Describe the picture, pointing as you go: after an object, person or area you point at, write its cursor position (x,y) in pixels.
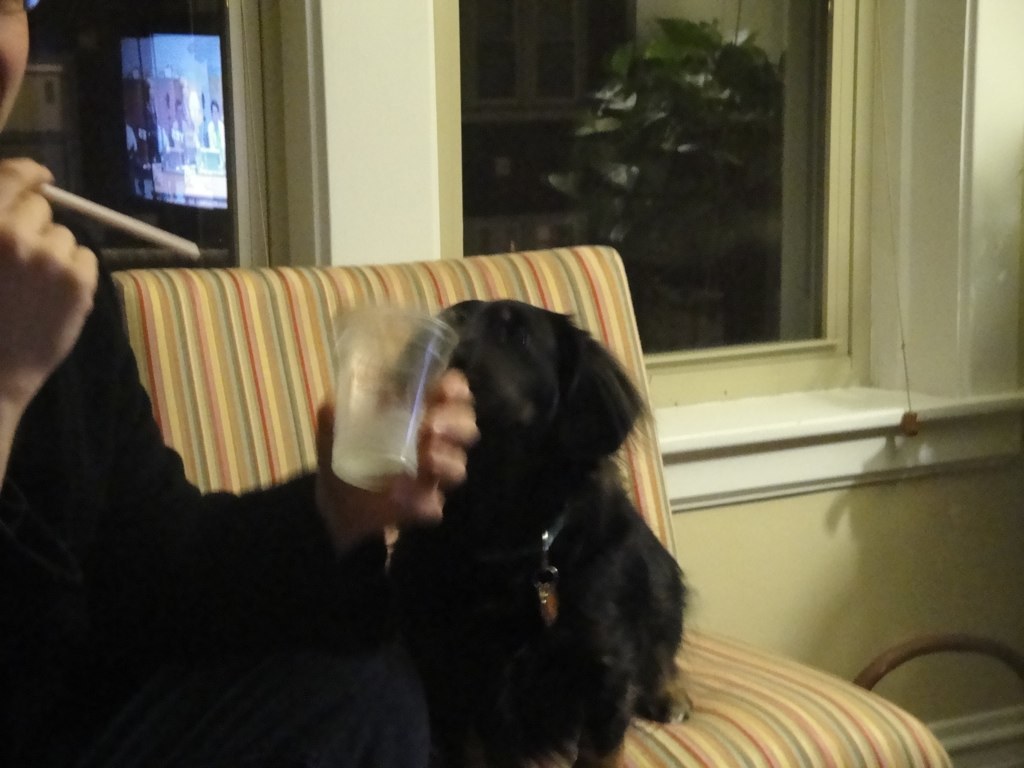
In this picture we can see a person (21,314) holding a straw (171,240) in one hand (61,302) and a cup (348,475) in another hand (353,519). There is a black dog (410,556) which is sitting on a sofa (739,762). A screen (178,163) is visible at the back (160,168). We can see a plant (706,195) and a building (542,2) in the background (542,236).
